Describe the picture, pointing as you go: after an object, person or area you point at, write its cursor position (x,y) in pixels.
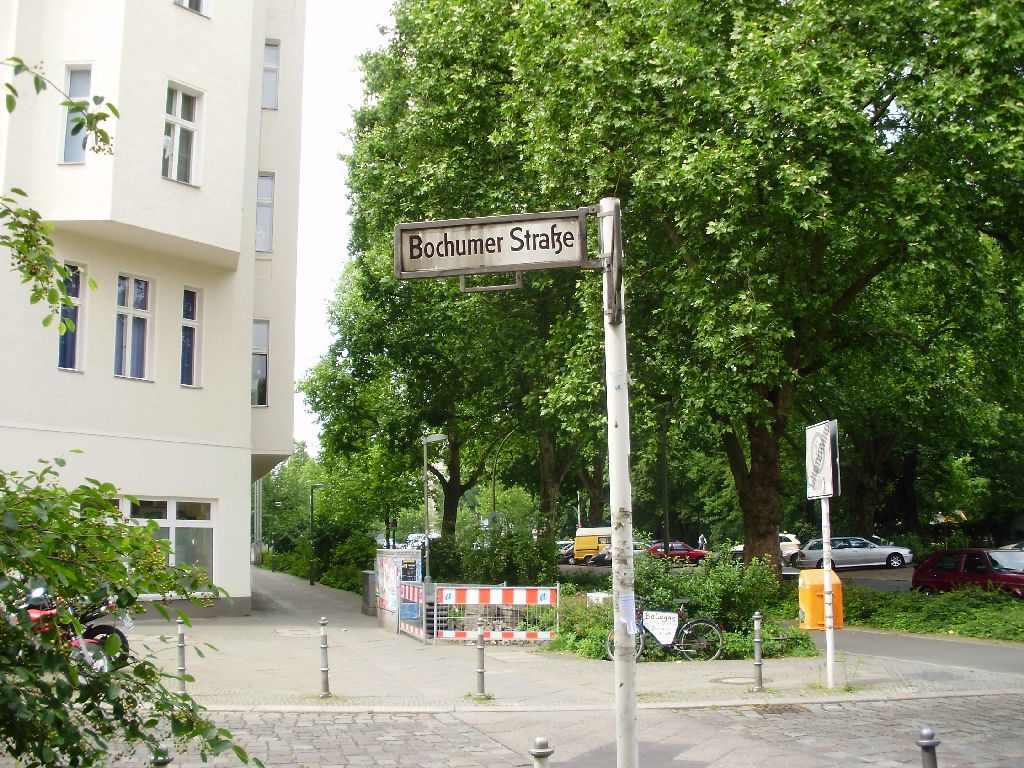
In this image we can see few trees (717,370), plants (707,600), few vehicles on the road (841,571), a pole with board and a pole (828,590) with board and a box (817,596), there is a building (243,474) on the left side (285,408), there are few rods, and the sky (336,187) in the background (349,150).
